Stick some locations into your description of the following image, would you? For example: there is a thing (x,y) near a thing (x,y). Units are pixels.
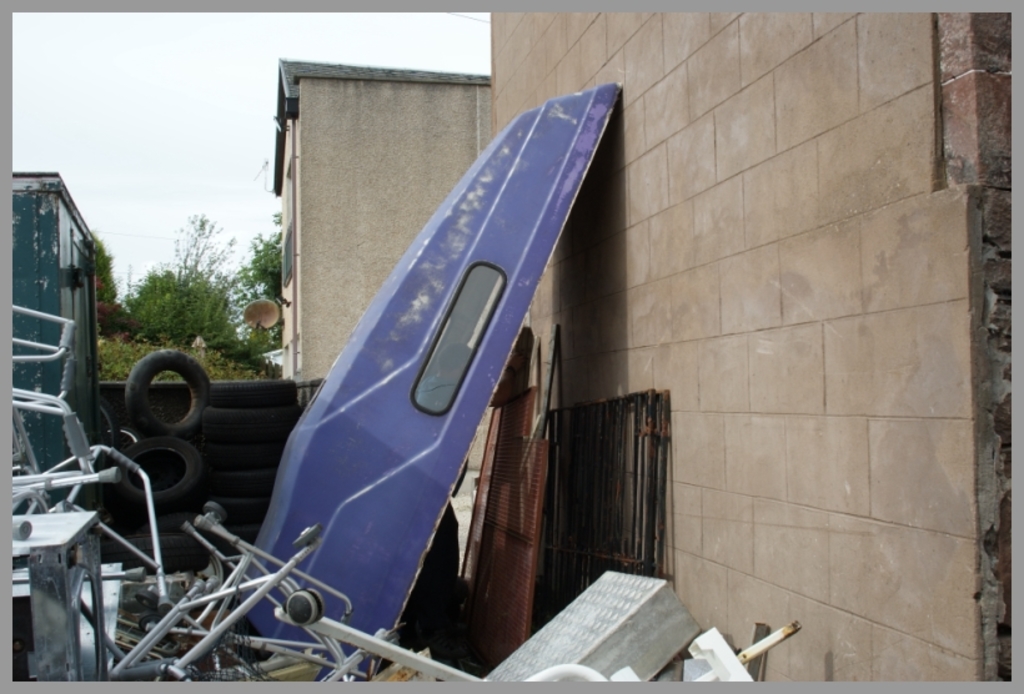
In this picture we can see some spare parts (182,547) are placed beside the wall (954,304).
